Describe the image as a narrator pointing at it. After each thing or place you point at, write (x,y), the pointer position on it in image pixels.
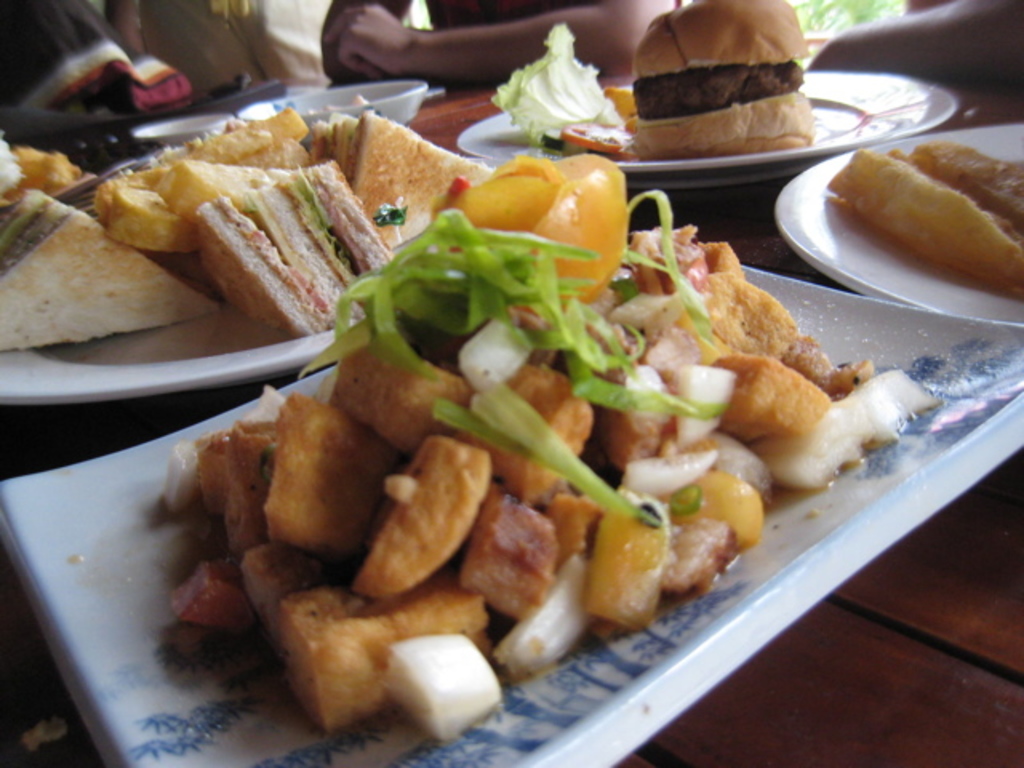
In this image I can see some food items (531,574) served on the plate (105,518) and kept on the table (0,649) beside that there are few people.
